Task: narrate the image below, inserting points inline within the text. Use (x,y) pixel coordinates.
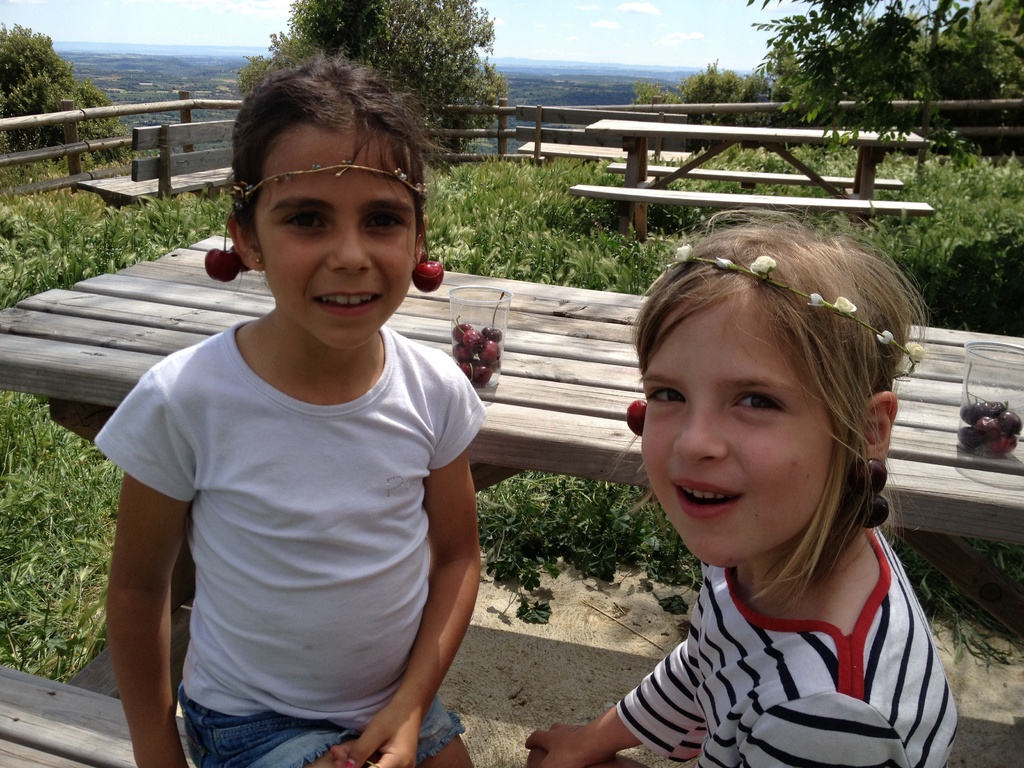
I can see in this image two children (473,518) are sitting on a bench (22,685). I can also see there is a table (536,379) with few objects (470,334) on it and a couple of trees (475,74) with a fence (126,145).
